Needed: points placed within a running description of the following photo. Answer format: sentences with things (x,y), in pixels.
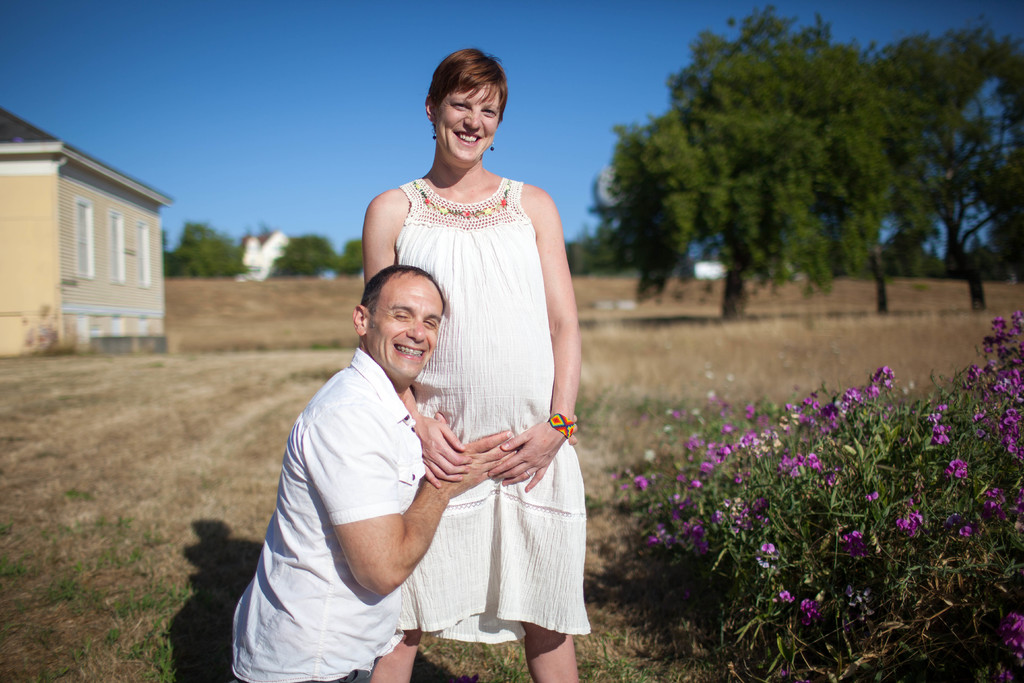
As we can see in the image there are plants (829,456), flowers (774,445), house (89,316), trees (277,274) and at the top (333,15) there is sky (317,6). In the front (435,242) there are two persons (466,353) wearing white color dresses (385,498).
